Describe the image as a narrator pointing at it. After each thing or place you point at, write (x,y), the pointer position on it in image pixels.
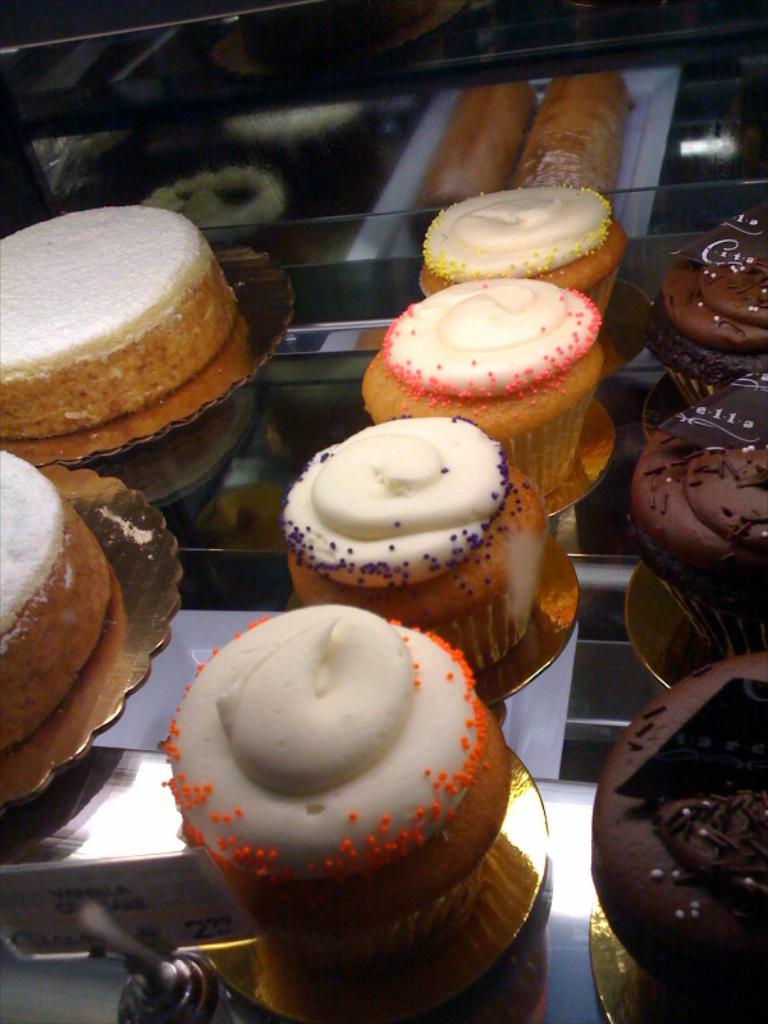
This picture contains cupcakes (322,666) which are placed on the glass table (274,410).
